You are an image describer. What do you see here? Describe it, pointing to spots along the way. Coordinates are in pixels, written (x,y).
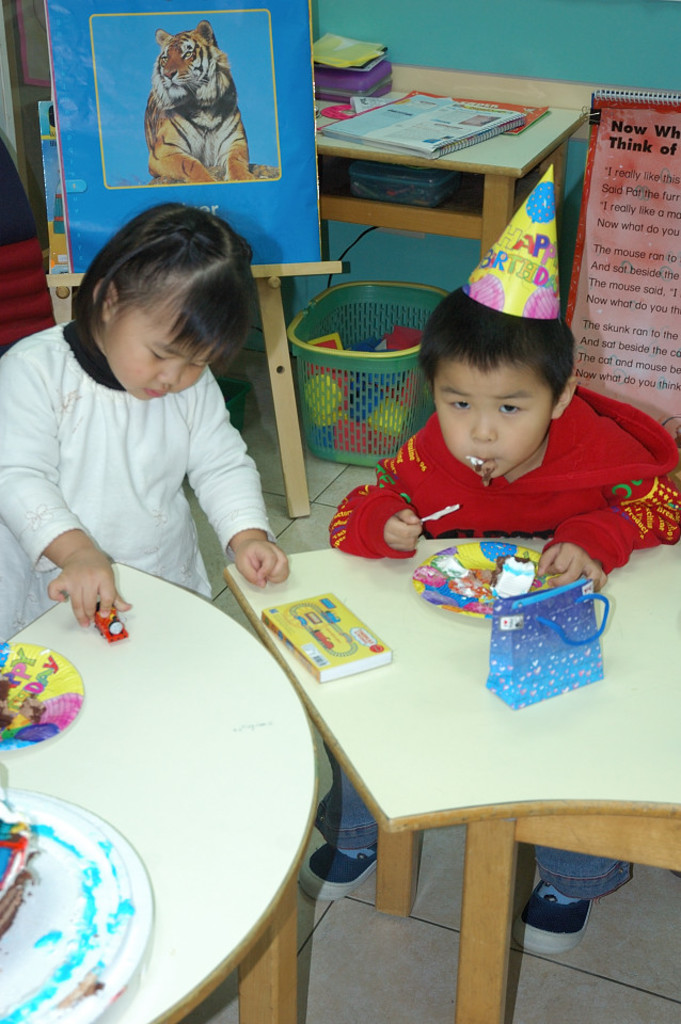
In this image there is a table (407,732) on the middle (356,642) on that plate (86,895), box (314,666) and toy (113,625), In front of that there are two children (516,461). In the back ground (667,160) there is a poster (238,104), table (467,155), book (438,121), wall (567,41) and basket (349,367).
